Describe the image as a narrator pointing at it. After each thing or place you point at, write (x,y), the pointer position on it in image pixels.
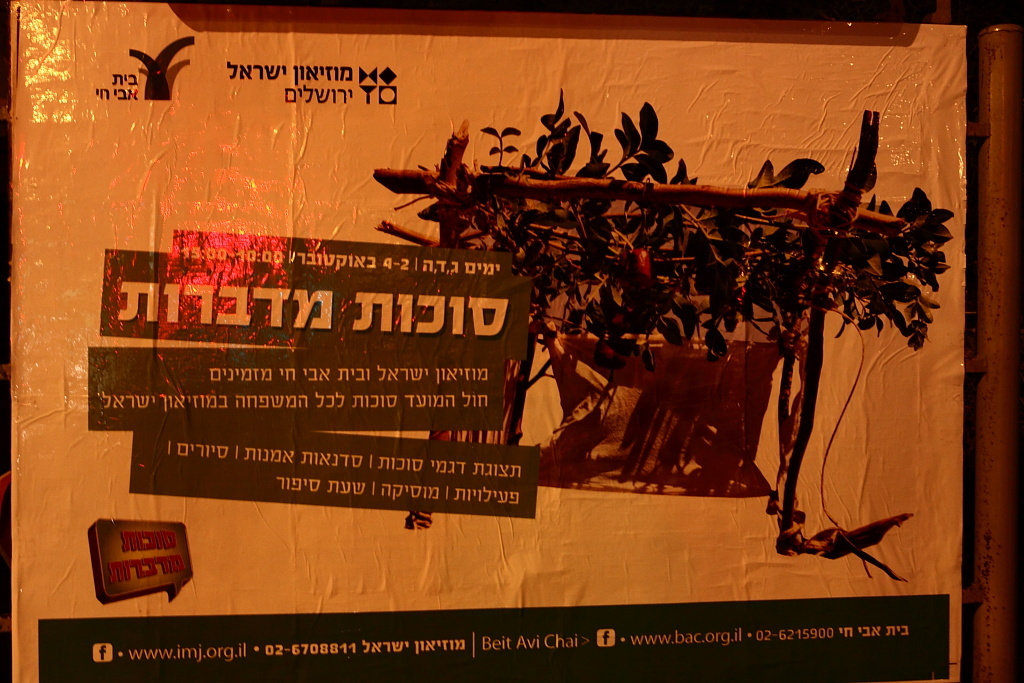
In this image, we can see a poster (641,324) with some images (665,396) and text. We can also see a pole (1015,217) on the right (990,531).
